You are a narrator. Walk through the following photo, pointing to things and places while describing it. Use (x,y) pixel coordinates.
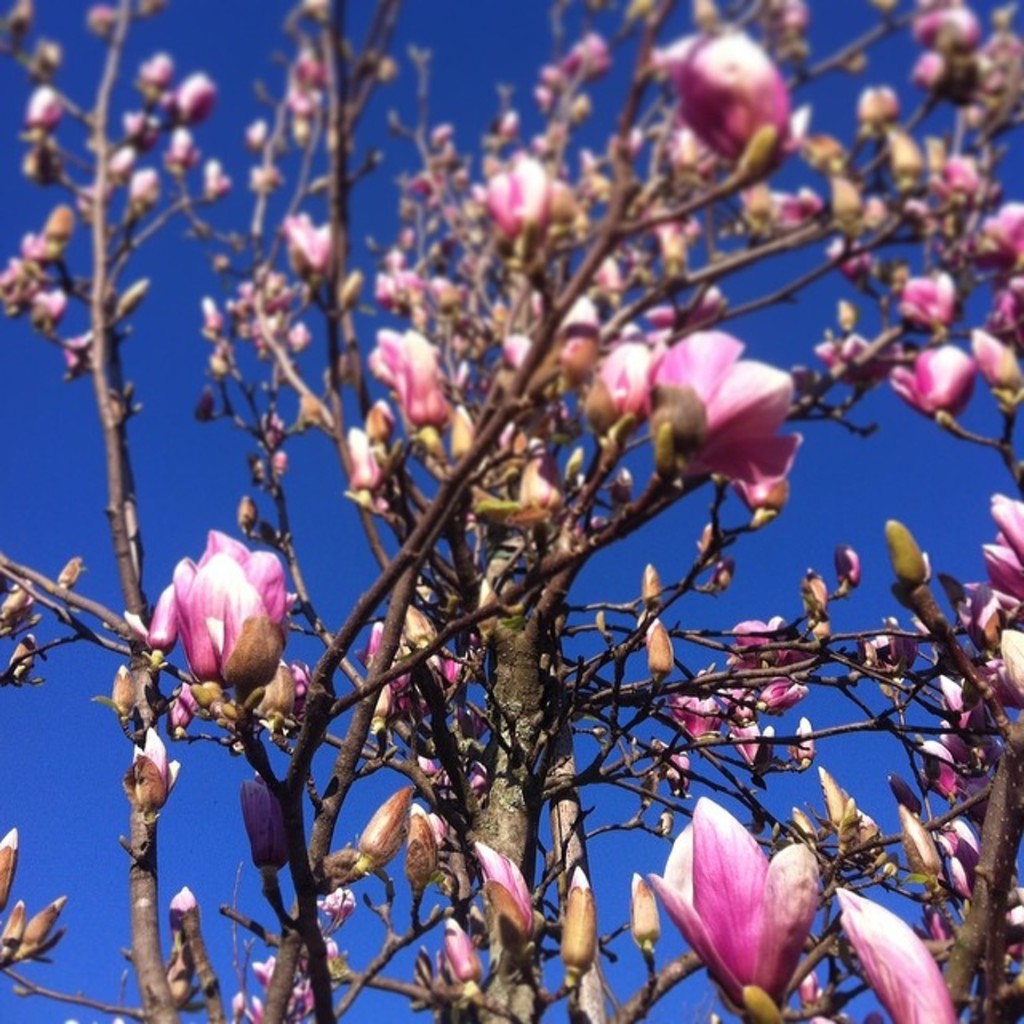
In the picture we can see a plant (826,796) with pink color flowers (1002,303) and flower buds (943,153) and behind the plant (524,685) we can see the part of the sky (652,807) which is blue in color.
